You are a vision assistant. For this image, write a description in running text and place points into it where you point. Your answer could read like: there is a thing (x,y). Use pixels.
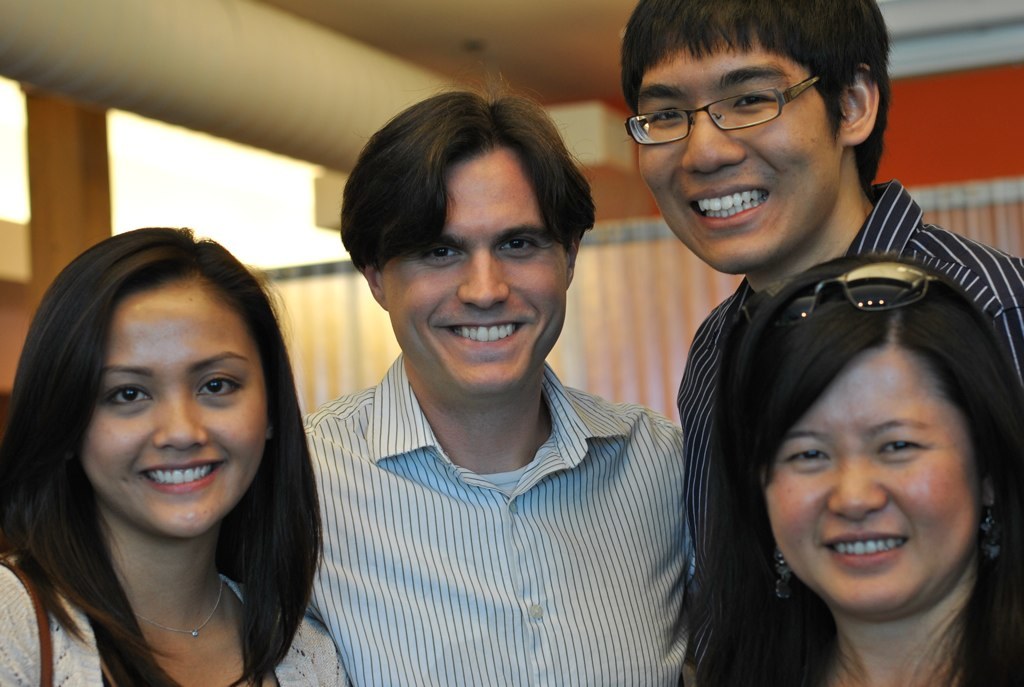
In this image in the middle (496,419), there is a man (494,425), he wears a shirt (517,559), he is smiling. On the right (862,378) there is a woman (878,440), she is smiling, her hair (849,332) is long behind her there is a man (796,263), he wears a shirt (898,234), he is smiling. On the left (186,450) there is a woman (158,454), she wears a dress (93,638), she is smiling, her hair (90,551) is long. In the background (247,248) there are curtains (630,281), light (311,229) and wall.
